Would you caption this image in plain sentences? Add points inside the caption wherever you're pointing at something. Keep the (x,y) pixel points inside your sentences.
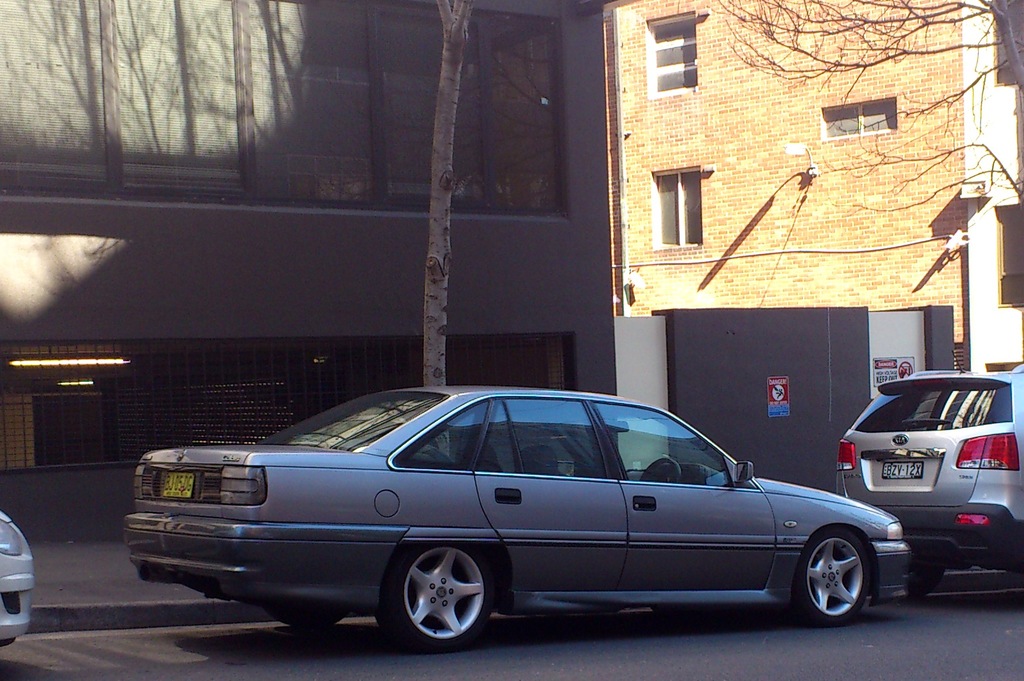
In this picture I can see the vehicles (516,466) in the parking space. I can see trees (445,278). I can see the buildings (464,235).
